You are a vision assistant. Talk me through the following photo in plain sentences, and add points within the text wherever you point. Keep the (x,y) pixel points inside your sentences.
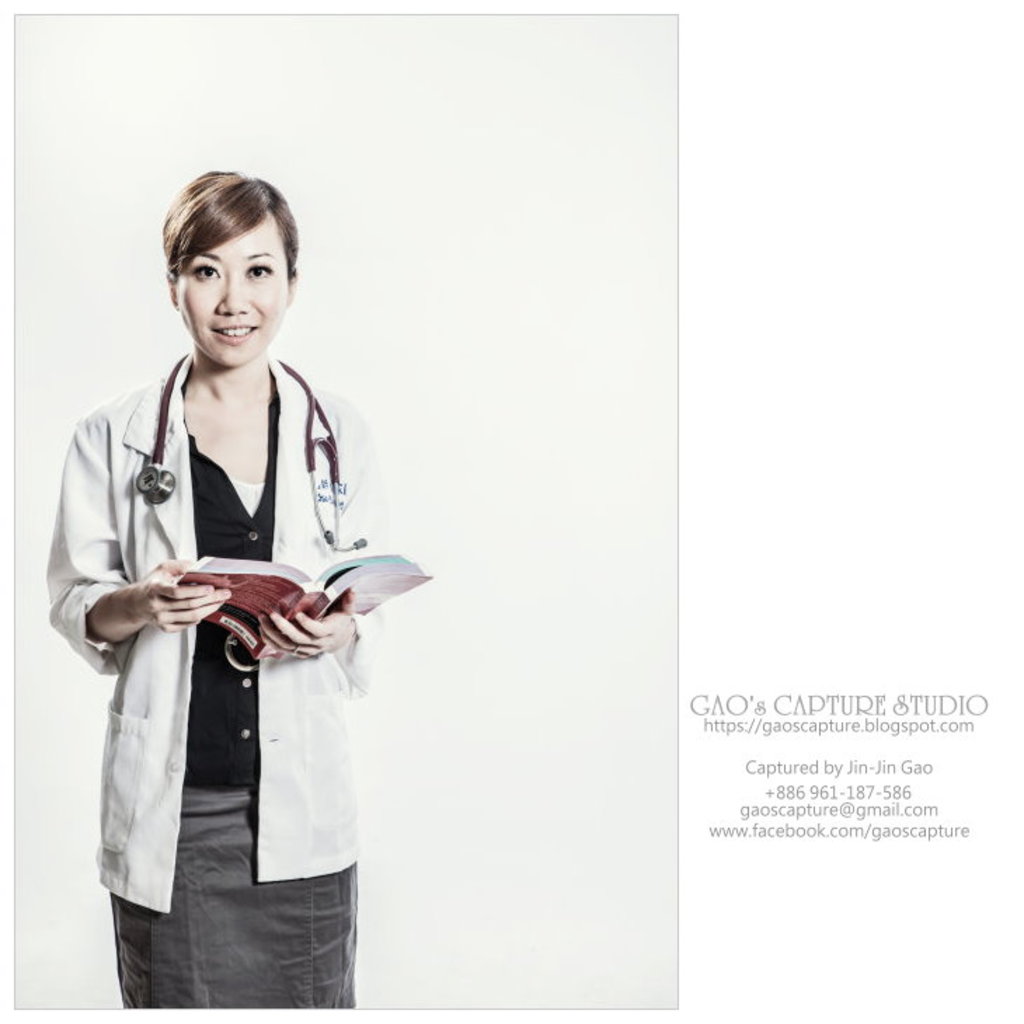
In this picture I can see a woman (358,624) holding the book (376,599) on the left side (209,877). There is the text (812,764) on the right side (763,725).
